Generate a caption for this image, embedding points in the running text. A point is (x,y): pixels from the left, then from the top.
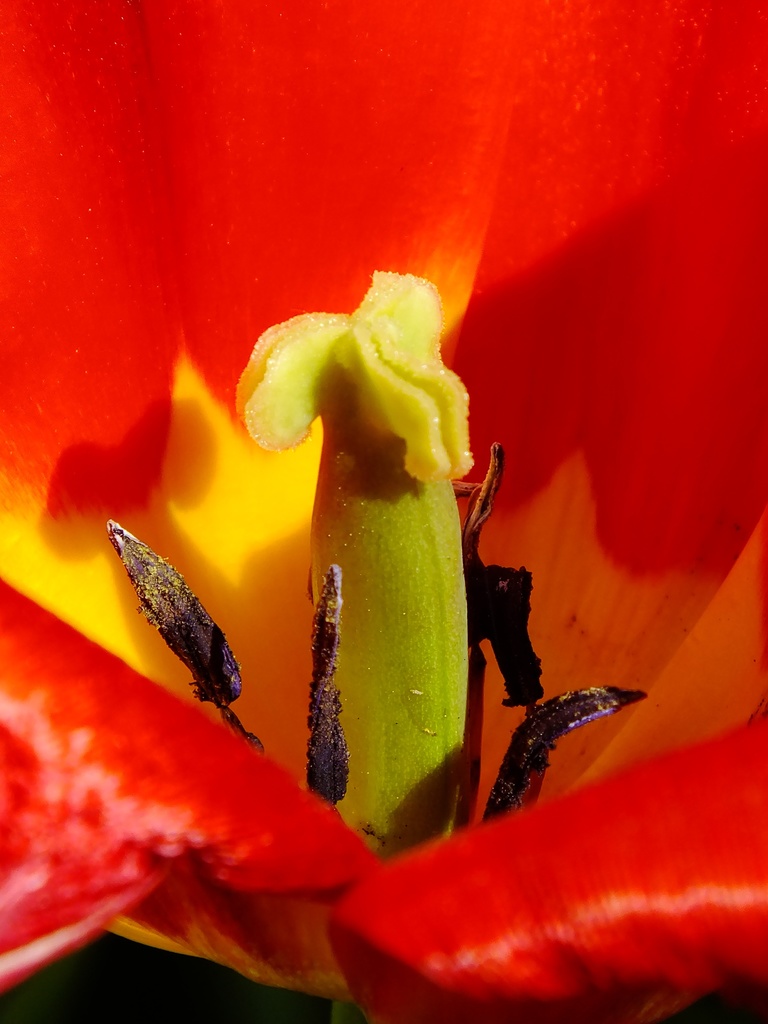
In this image we can see one red flower (572,677) with stamens (572,709).
